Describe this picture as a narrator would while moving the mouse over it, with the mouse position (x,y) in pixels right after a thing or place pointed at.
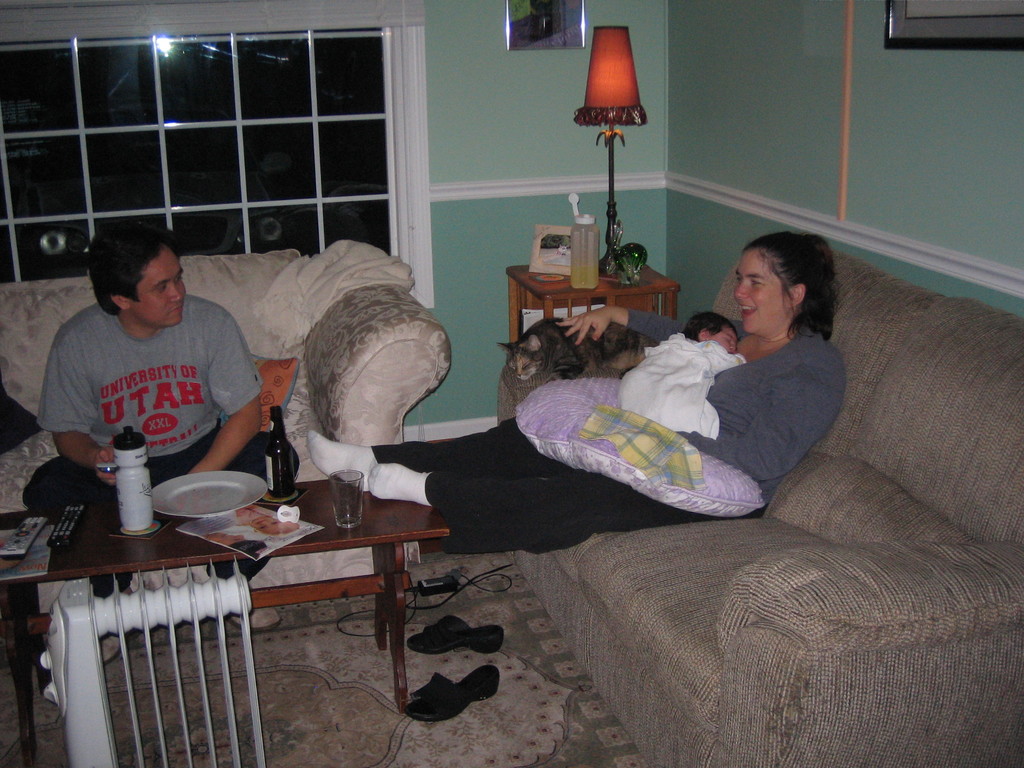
In this picture there is a men (55,357) who is sitting in front of the woman (488,519) and they are sitting on the sofa (405,379), the woman (600,331) is touching the cat (553,343) with her right hand (606,321) and there is a lamp (601,114) on the table (540,286) and a bottle (129,521), plate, glass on the other wooden table (388,577), there is a pair of black slippers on the floor (452,566) and an infant baby (626,375) is sleeping on the lap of the lady (673,323), there is a black window (348,230) behind the man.
